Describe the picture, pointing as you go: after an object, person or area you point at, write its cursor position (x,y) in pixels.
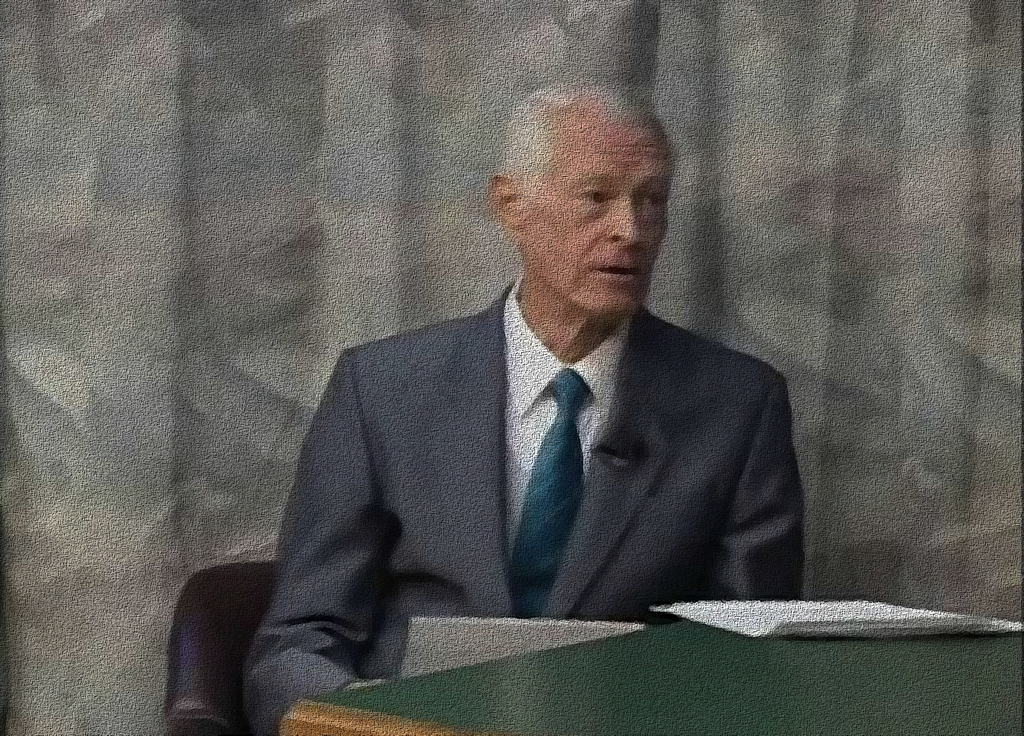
In this picture we can see a paper (876,631) on the table (630,659) and a man (477,471) sitting on a chair (259,622). In the background (152,725) we can see a curtain (510,89).
